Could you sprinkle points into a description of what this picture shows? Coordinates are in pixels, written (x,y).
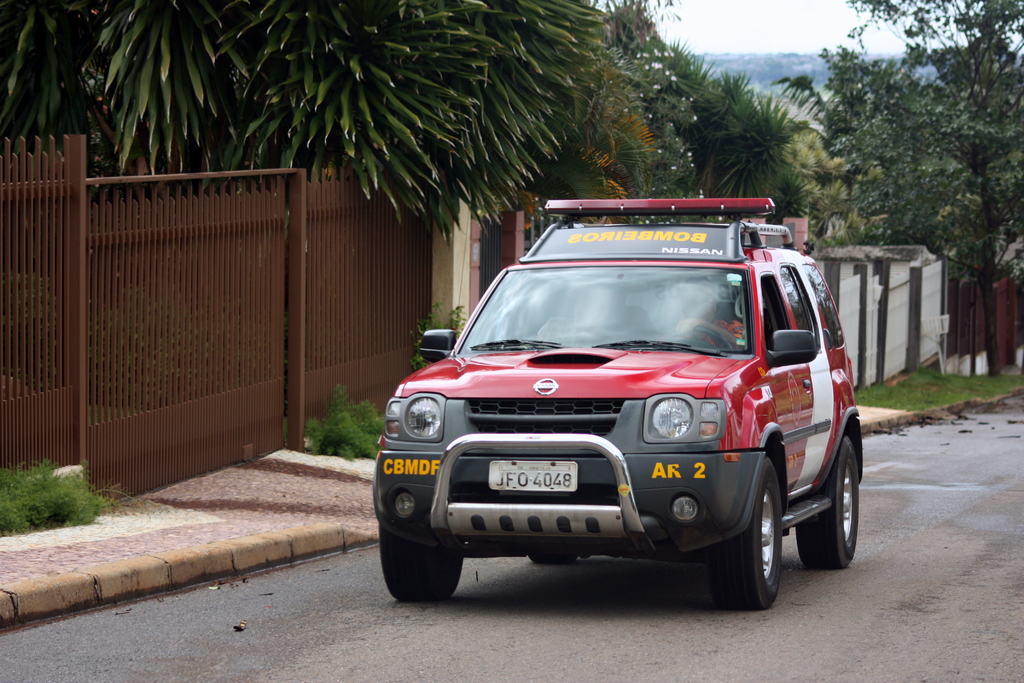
In this image in the center (662,447) there is a car (650,392) with some text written on it moving on the road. In the background (362,344) there is a metal fence (316,277), there is a wall (842,289) and there are trees (720,86) and there's grass (912,377) on the ground (913,377).
